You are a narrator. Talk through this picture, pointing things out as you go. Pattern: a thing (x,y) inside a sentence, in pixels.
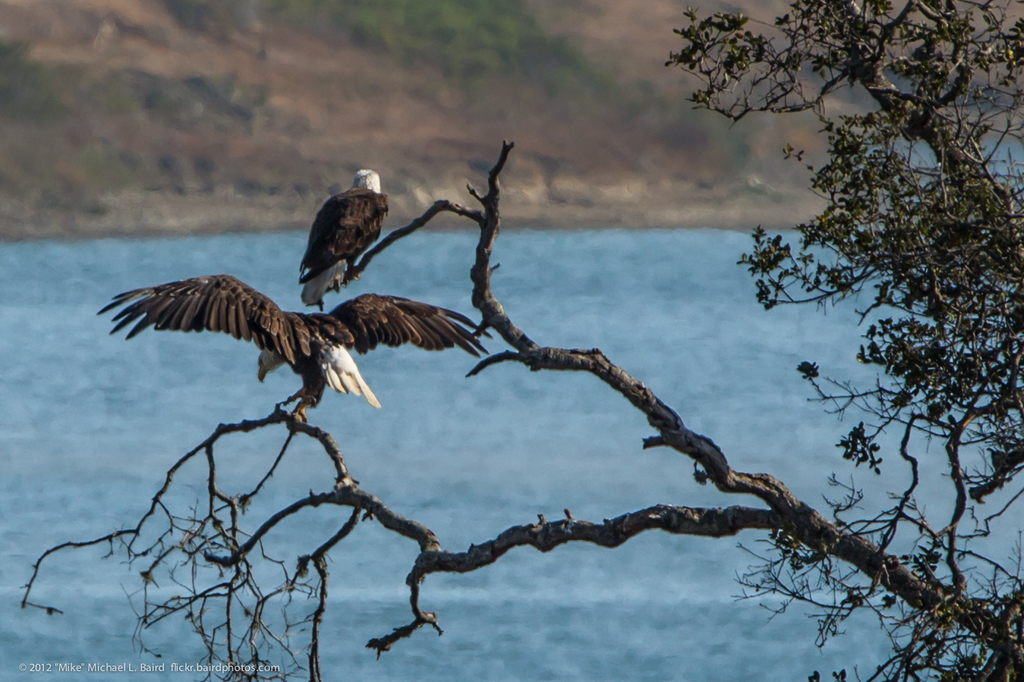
In this image there is water (488,473) towards the bottom of the image (517,465), there is a tree (934,277) towards the right of the image (828,530), there are two birds (380,304) on the branch (352,528) of a tree (339,287), there is text (173,665) towards the bottom of the image (218,669), there is number (31,669) towards the bottom of the image (44,667), at the top of the image (541,84) there is a hill (616,97).
